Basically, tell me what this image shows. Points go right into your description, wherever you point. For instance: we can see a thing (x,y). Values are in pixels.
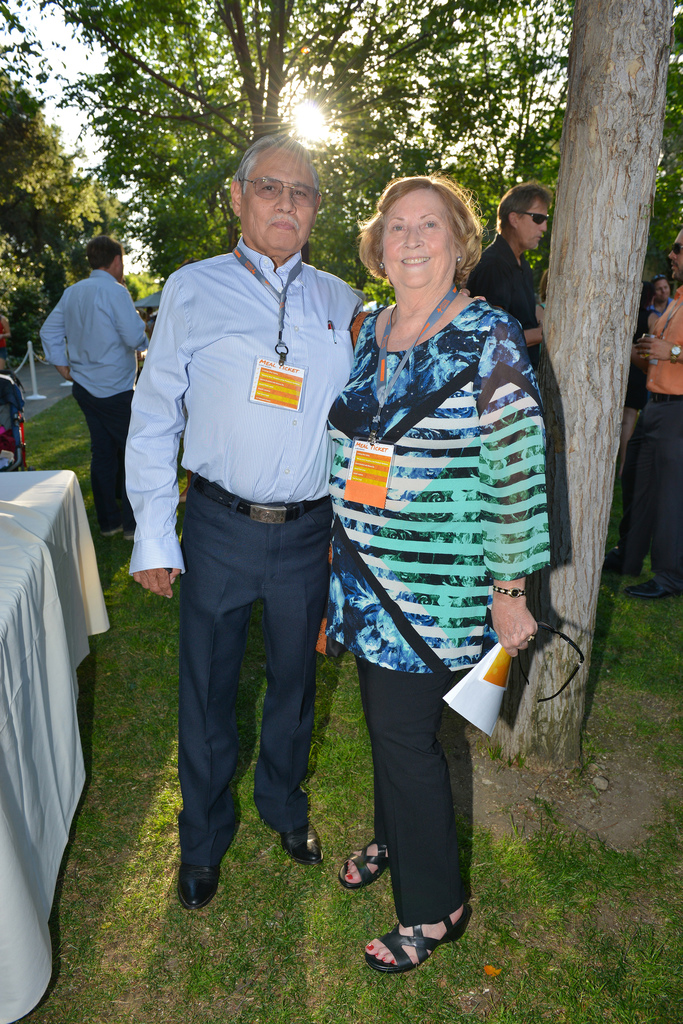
In a garden (24,365) there are group of people (420,307) standing and in the front (212,441) there is a man (222,450) and a woman (404,492) standing one beside another and posing for the photograph, they both are wearing an id cards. Beside them there is a table (42,539) and in the background (121,103) there are many trees (420,65) and there is a bright sunshine (314,116) falling through the trees (220,179).
